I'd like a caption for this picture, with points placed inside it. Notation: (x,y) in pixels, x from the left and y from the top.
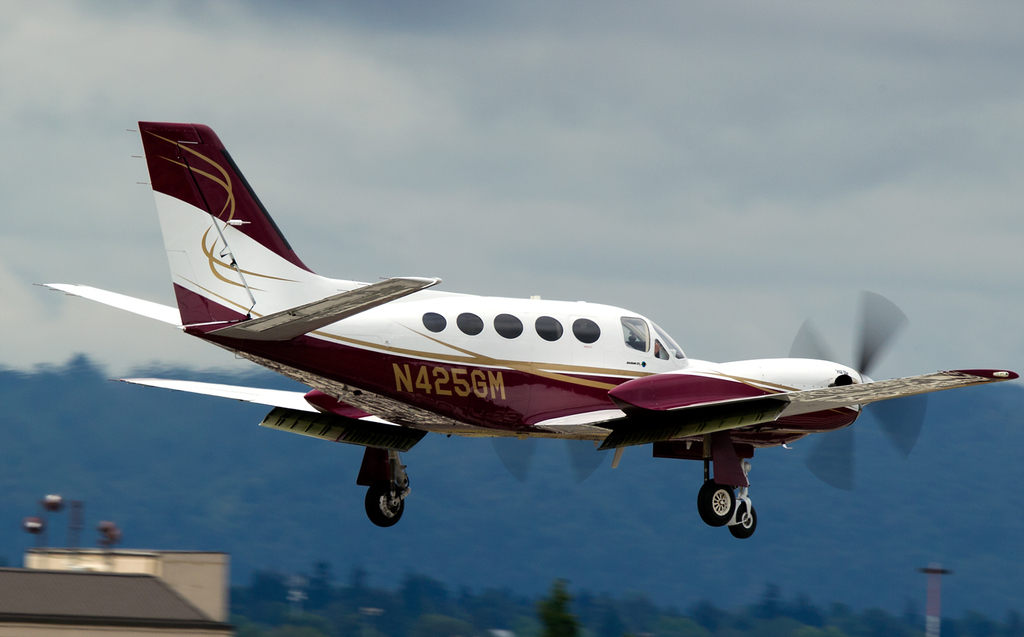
In the center of the image (477,345) we can see an aeroplane (816,418) flying. In the background (411,499) there are hills (429,521) and sky (669,50). At the bottom (284,587) there are trees (836,617) and a pole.
